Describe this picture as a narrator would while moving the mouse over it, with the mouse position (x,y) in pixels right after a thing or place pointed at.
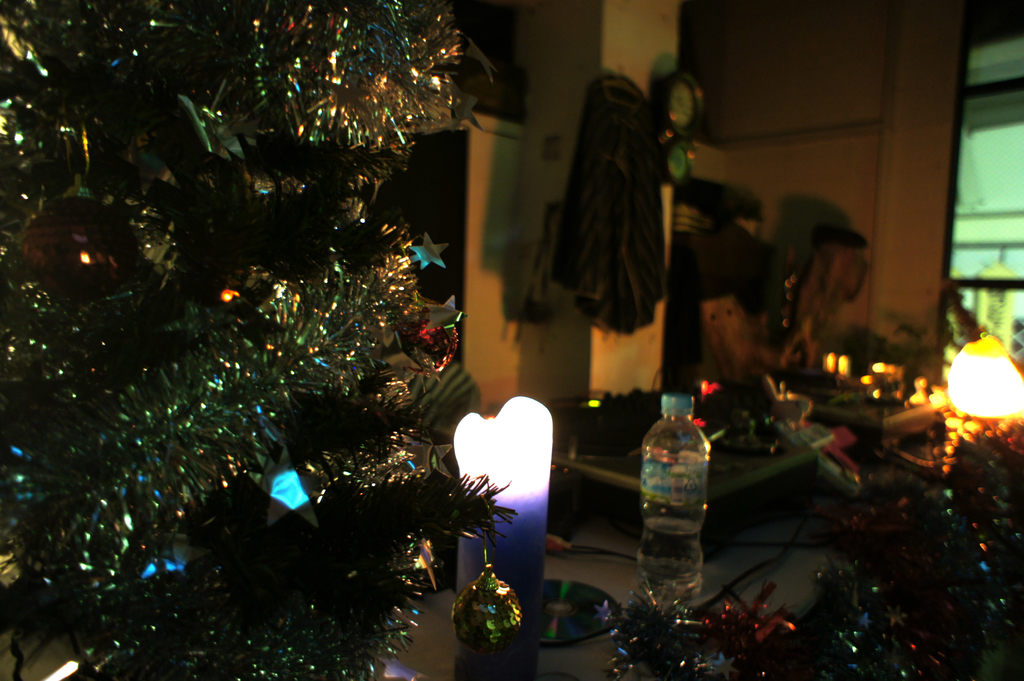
In this picture we can see a bottle (660,511), few lights (523,550) and other things (725,485) on the table (746,545), beside to the table (757,558) we can find few decorative things (889,546), in the background (1000,194) we can see a glass (986,200).
